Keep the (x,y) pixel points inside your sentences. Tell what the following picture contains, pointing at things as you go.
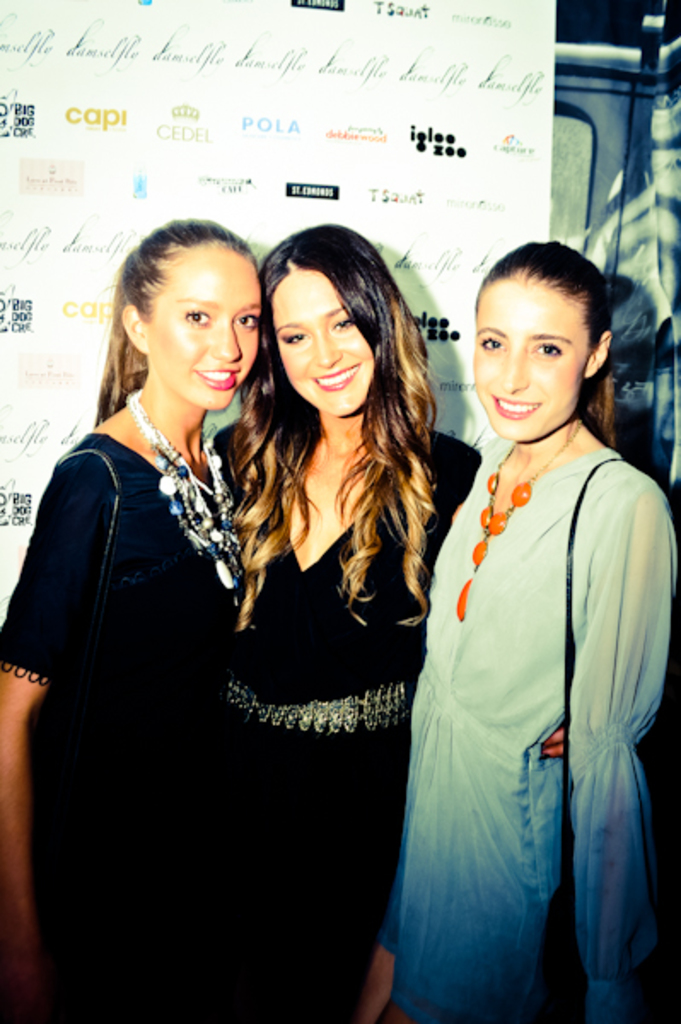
There are three girls (273,774) in front of the picture and three of them are smiling. Behind them, we see a banner (300,167) containing text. This picture might be clicked on a program.
